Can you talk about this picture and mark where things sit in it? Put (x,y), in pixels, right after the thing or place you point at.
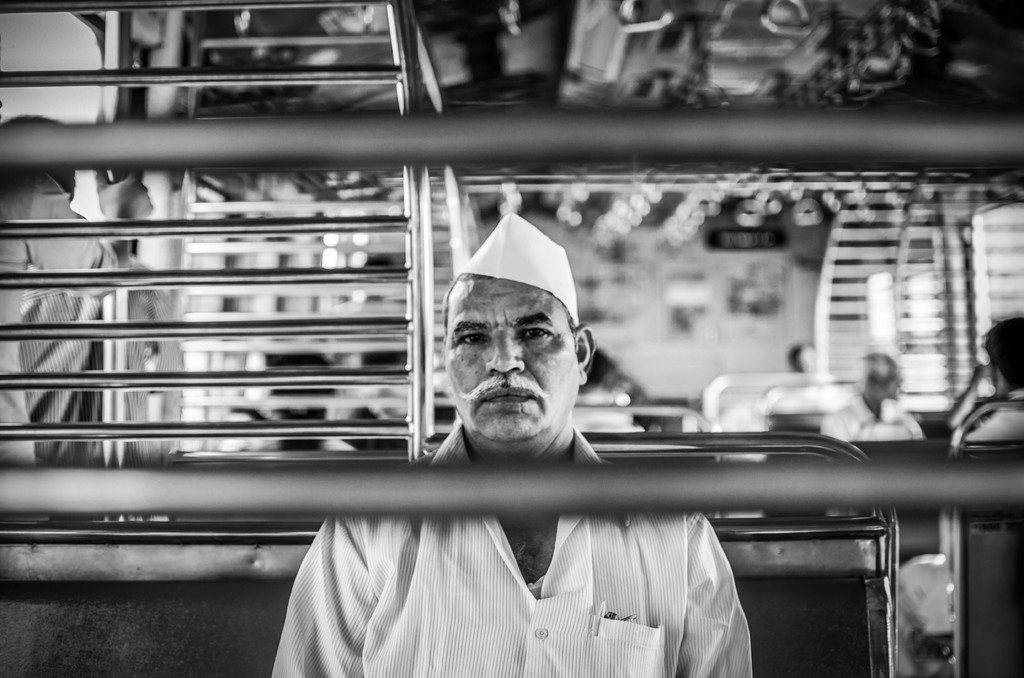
In this image I can see two iron bars like things (65,137) in the front (744,499). In the background (996,366) I can see number of people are sitting. I can also see number of iron poles (262,336) on the both sides of the image and I can see this image is little bit blurry. In the front (529,312) I can see a man (507,257) is wearing a cap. I can also see this image is black and white in colour.
